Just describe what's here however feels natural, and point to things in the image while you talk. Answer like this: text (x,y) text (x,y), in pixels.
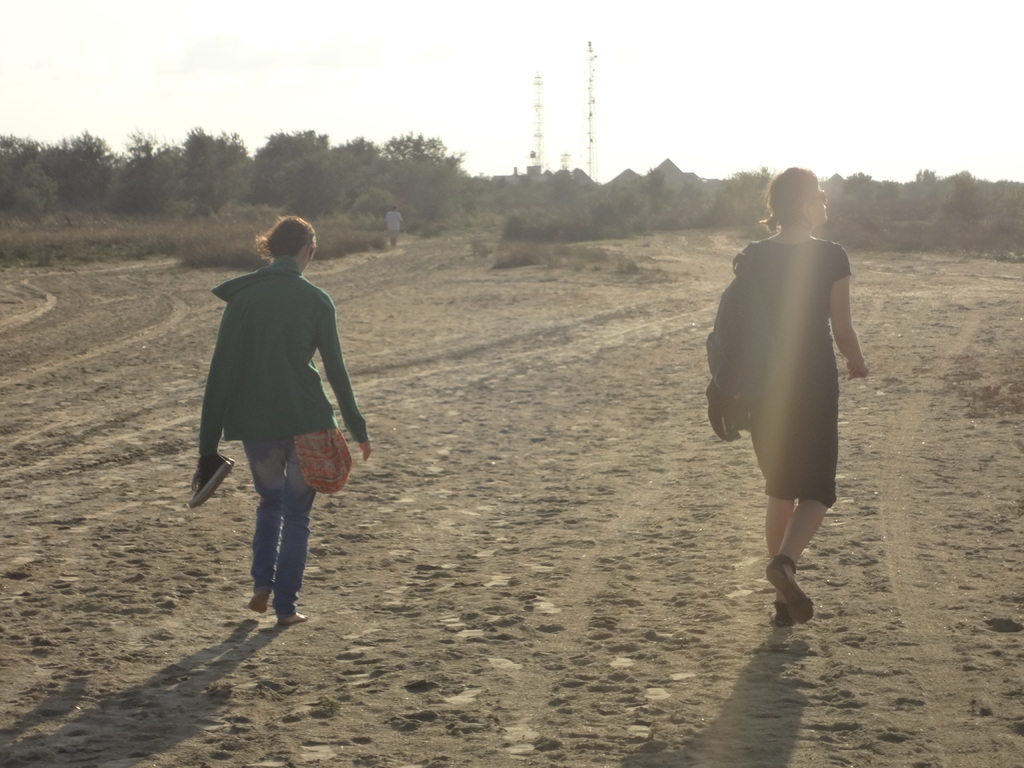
In this picture there are two girls (340,376) on the right (789,377) and left side of the image (271,433), they are walking and there are trees (299,156) at the top side of the image (190,166).
